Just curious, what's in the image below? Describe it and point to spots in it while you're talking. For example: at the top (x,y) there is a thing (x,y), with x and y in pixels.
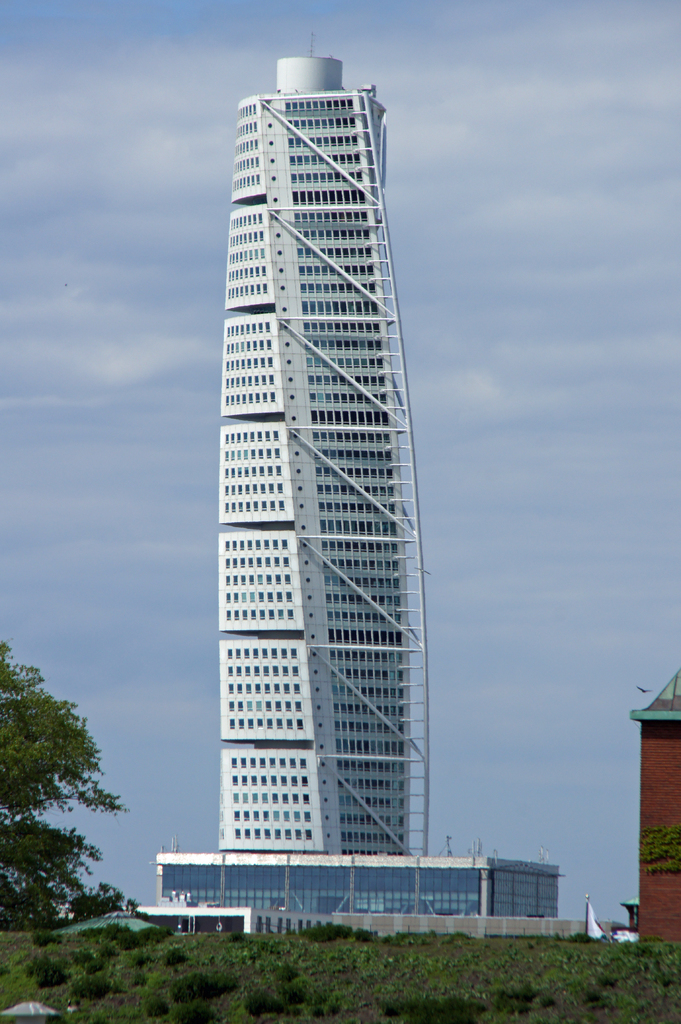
In this image we can see grass (323,1017), plants (217,1011), tower building (271,886), flag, trees (7,900) and the cloudy sky (160,316) in the background (125,256).
